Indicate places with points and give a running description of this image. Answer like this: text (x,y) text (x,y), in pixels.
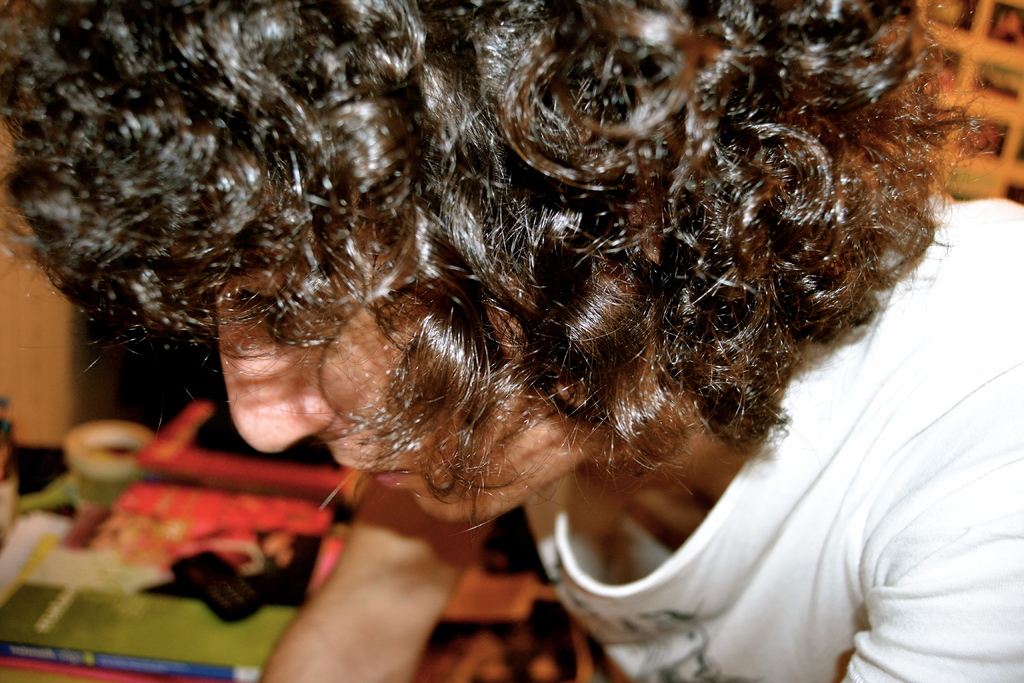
In this image we can see a person (648,408). There are few objects (128,583) at the bottom of the image (122,514).
